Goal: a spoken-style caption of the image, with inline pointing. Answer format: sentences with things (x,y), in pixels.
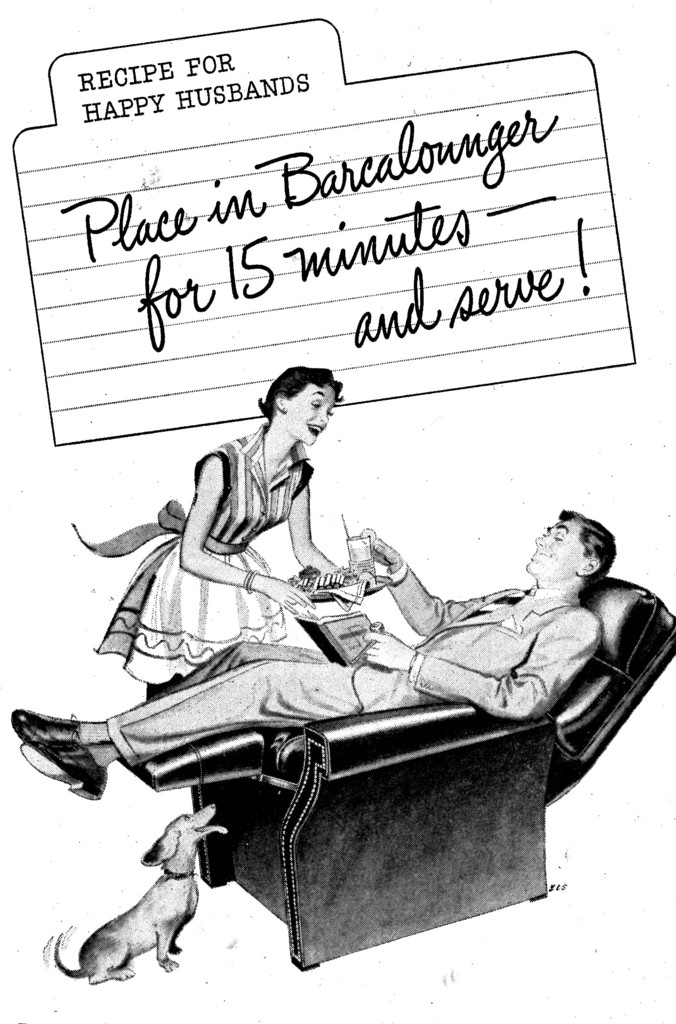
In this image we can see a pencil sketch (187,665). In the sketch (259,675) we can see two persons (253,665) and there are holding objects (358,561). Among them a person (265,686) is sitting on a sofa (275,813). In front of the person (312,686) we can see a dog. At the top (547,280) we can see some text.
